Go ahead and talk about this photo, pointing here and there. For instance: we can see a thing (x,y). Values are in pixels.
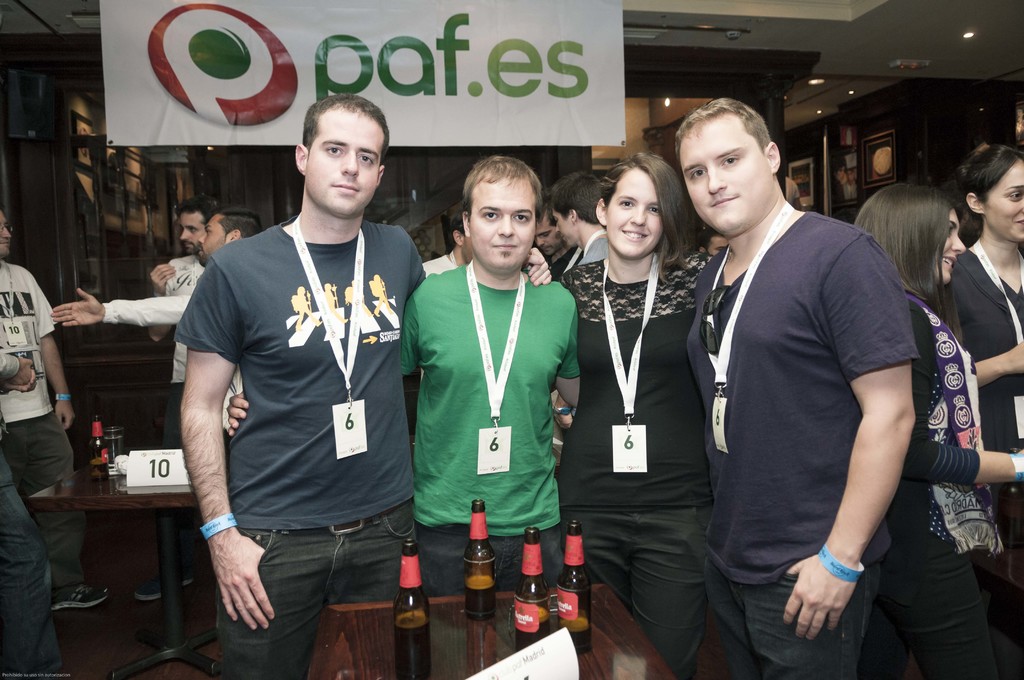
There are four persons (517,386) standing as we can see in the middle of this image (663,322). We can see people (98,311) in the background (93,311). There are bottles (412,658) kept on a table (367,641) as we can see at the bottom of this image (461,622). There is a white color poster (387,54) present at the top of this image (474,56).
